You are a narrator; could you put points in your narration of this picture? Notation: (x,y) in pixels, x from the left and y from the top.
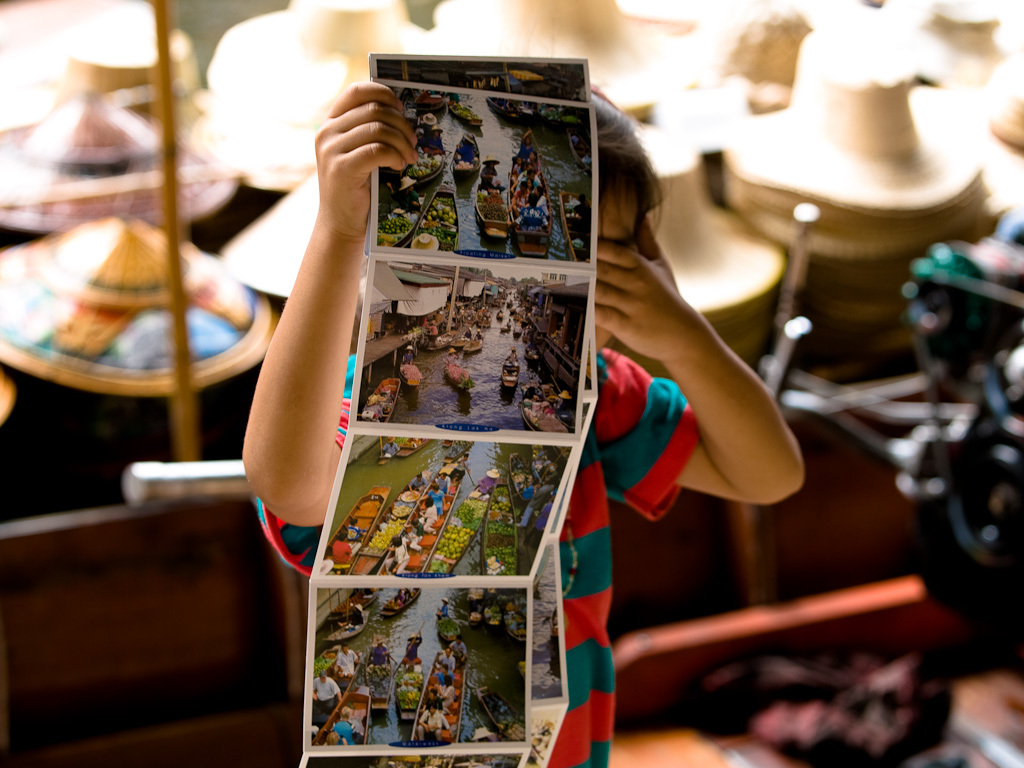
In this image, we can see a kid (652,460) is holding some photographs (455,335). Background (307,1) there is a blur view. Here we can see so many hats (276,259), pole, some objects (847,422).
